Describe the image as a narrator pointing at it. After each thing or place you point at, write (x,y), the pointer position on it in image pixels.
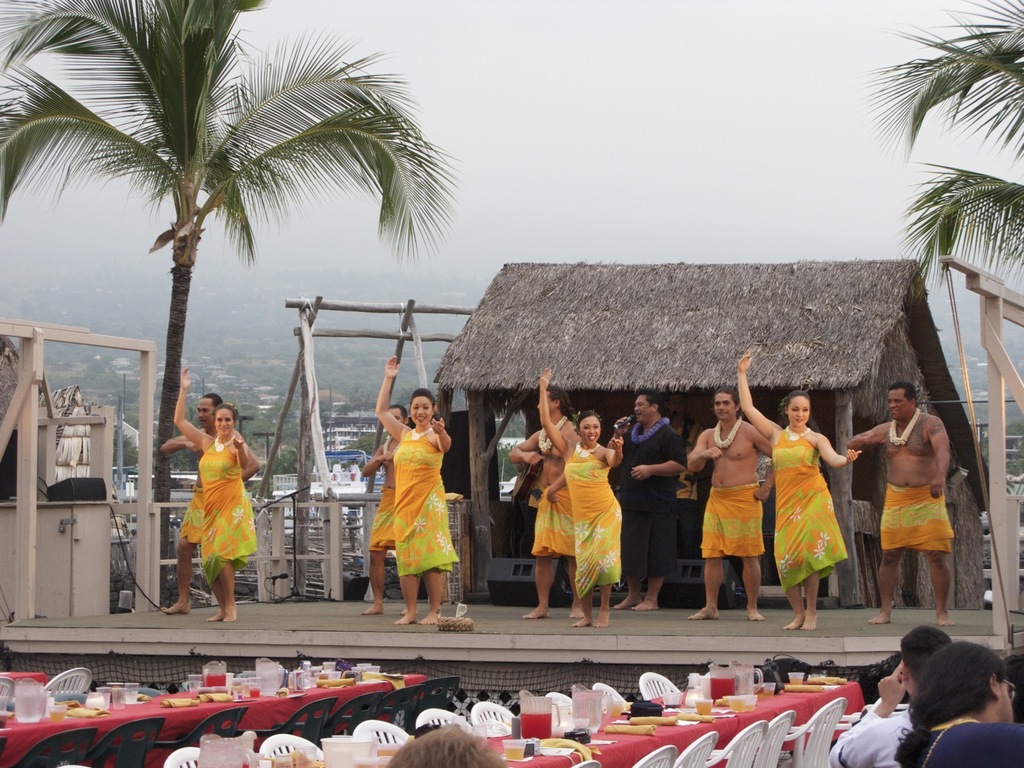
In this image we can see group of persons (598,524) wearing yellow color dress (732,519) dancing on stage (71,659) and there is a person (657,487) wearing black color dress (625,488) standing and holding microphone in his hands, in the foreground of the image (386,689) there are some chairs (756,747), table (644,749) on which there are some food items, glasses (739,705), plates (559,747) and in the background of the image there is hut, there are trees (344,348), houses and top of the image (54,239) there is hazy sky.
